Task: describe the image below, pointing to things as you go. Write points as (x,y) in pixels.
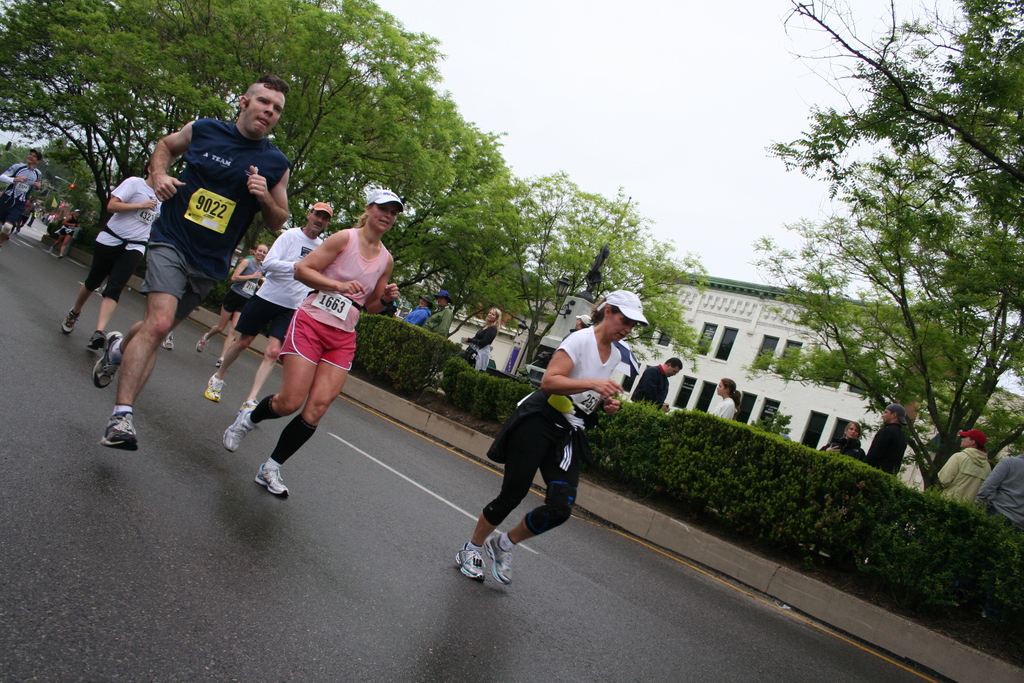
In this image there are a few people (271,312) running and walking on the road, there are few garden plants (418,334), few trees (656,341), a traffic signal (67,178), a building (692,310) and the sky (696,183).
